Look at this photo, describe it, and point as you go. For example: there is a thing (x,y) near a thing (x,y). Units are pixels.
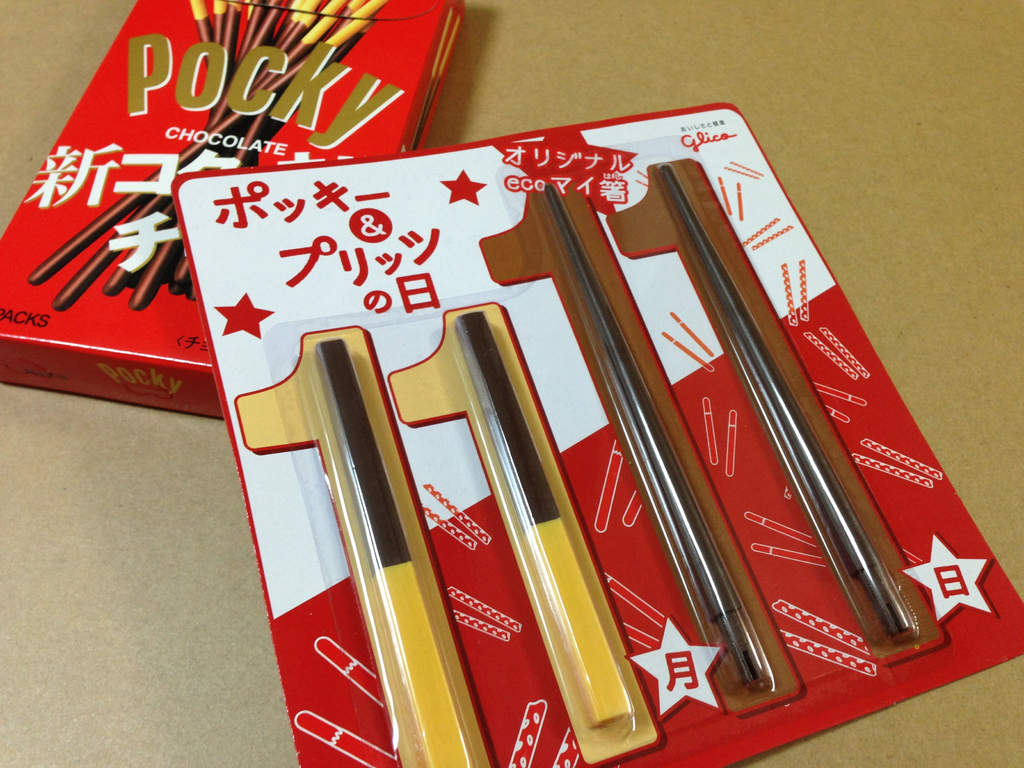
In this picture we can see a packet (451,220) and a box (112,217) on the surface (522,118).
